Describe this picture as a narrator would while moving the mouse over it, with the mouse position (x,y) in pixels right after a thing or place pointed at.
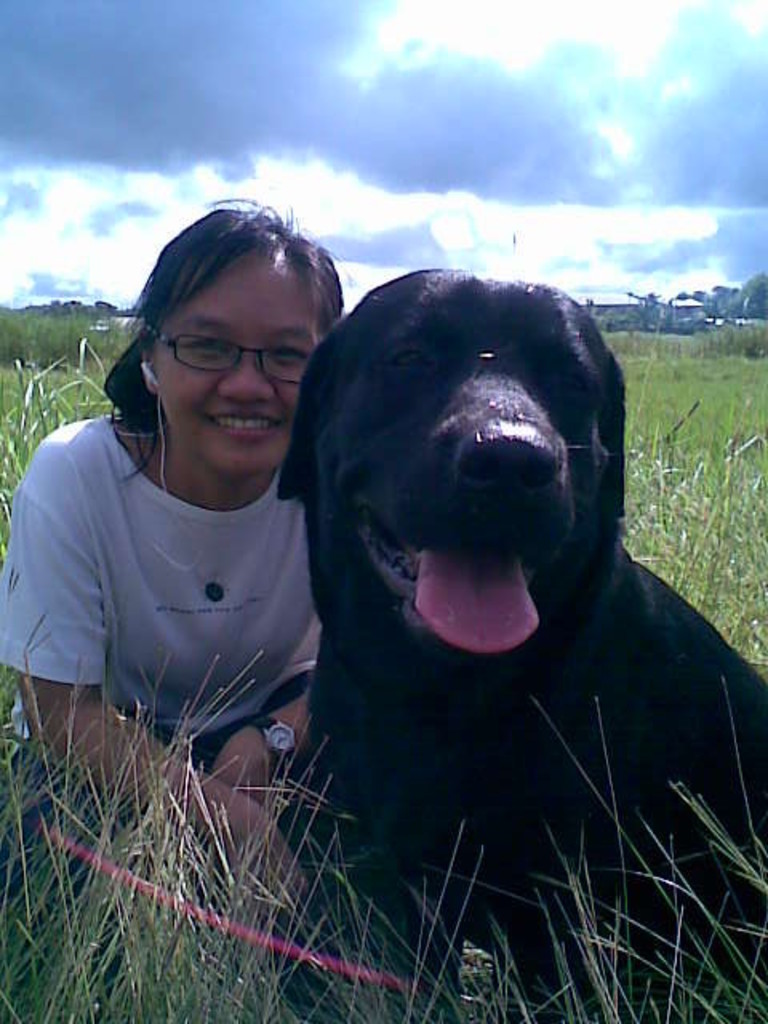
In this picture there is a woman (297,556) and a dog (496,546) sitting in the grass (92,871). Sky (147,167) is cloudy in the background (185,187).
